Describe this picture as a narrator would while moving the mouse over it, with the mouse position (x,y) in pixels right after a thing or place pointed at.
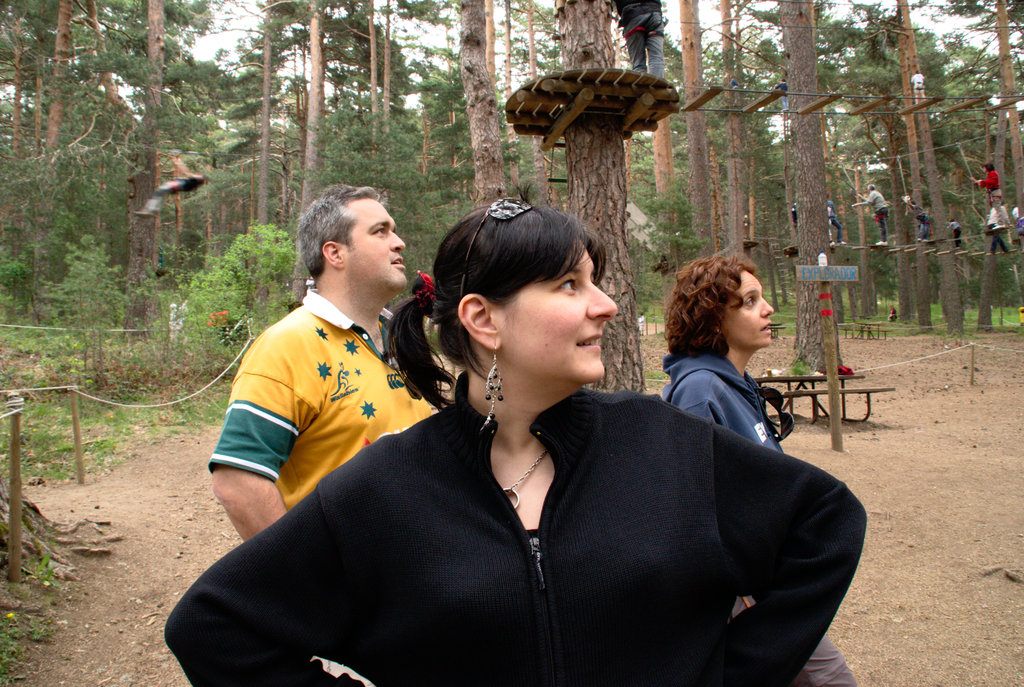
This image is taken outdoors. In the background (149,250) there are many trees (338,159) and plants (685,216) with leaves (862,80), stems (808,84) and branches (848,85). At the top of the image (229,35) there is the sky (230,10) and there is a man (632,40) standing on the wooden surface (557,101). There is a ground (137,424) with grass (110,433) on it. On the right side of the image (815,106) there is a wooden bridge (758,103) and a few people (877,207) are standing on the wooden bridge (773,100). There is a bench (872,336) on the ground (922,376). In the middle of the image (385,321) a man (363,321) and two women (607,424) are standing on the ground (825,428). There are two benches (807,392) and there is a board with a text (825,271) on it.
